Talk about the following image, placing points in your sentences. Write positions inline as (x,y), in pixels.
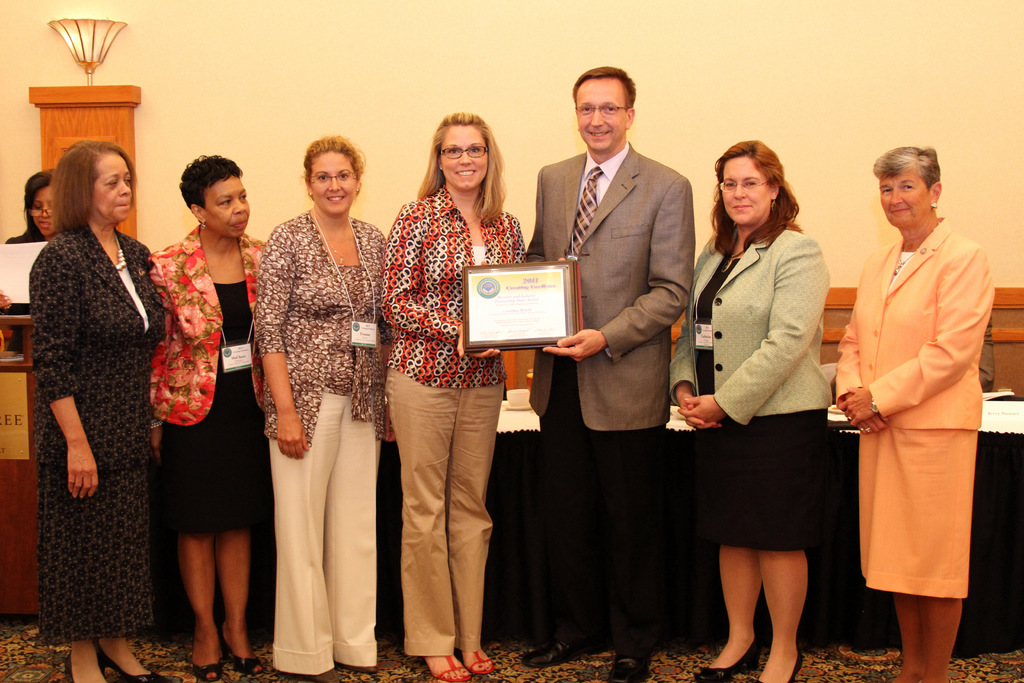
In this image I can see group of people (763,373) standing. The person (678,314) in front (630,292) holding a certificate (556,289) and the person (674,231) is wearing brown blazer (611,187), white shirt (610,168) and black pant (622,433). Background (167,54) I can see a light pole (91,49), and wall (412,87) in cream color.
